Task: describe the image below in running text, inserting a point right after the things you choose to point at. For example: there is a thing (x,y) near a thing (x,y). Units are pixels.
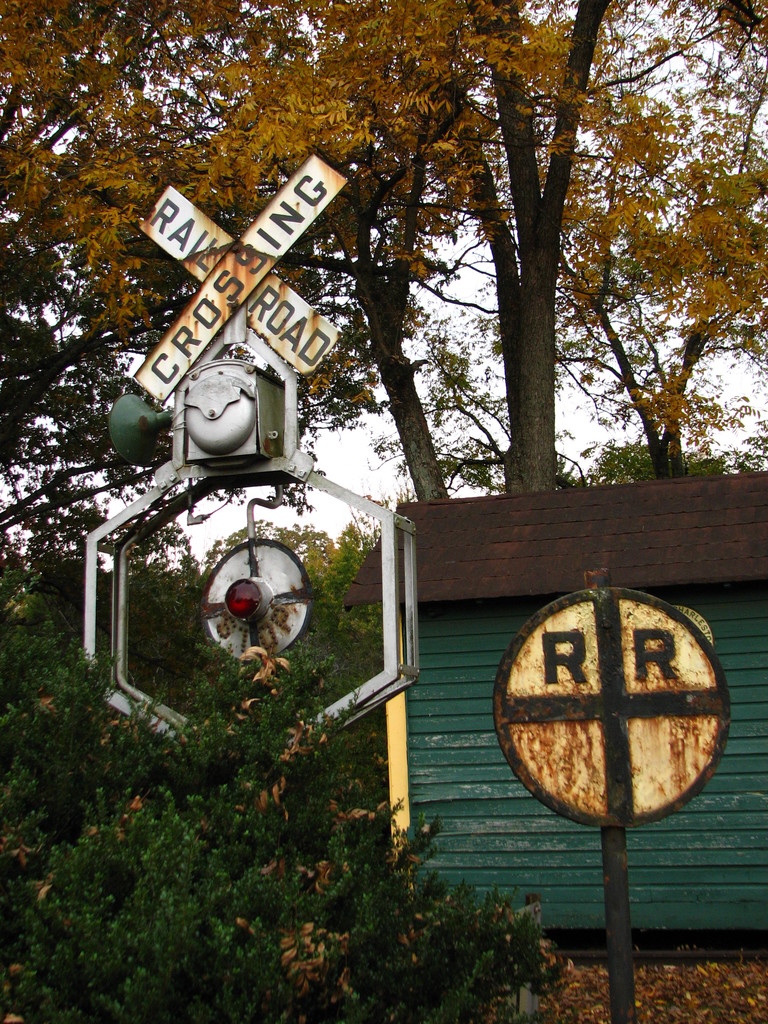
In this picture I can see the sign board (274,299). On the right (537,871) I can see the hut (664,869). In the bottom right (633,773) there is a board (616,788) on the pole (603,855). In the background (509,268) I can see many trees (332,671), plants (272,792) and grass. In the back (567,424) I can see the sky (494,420).
